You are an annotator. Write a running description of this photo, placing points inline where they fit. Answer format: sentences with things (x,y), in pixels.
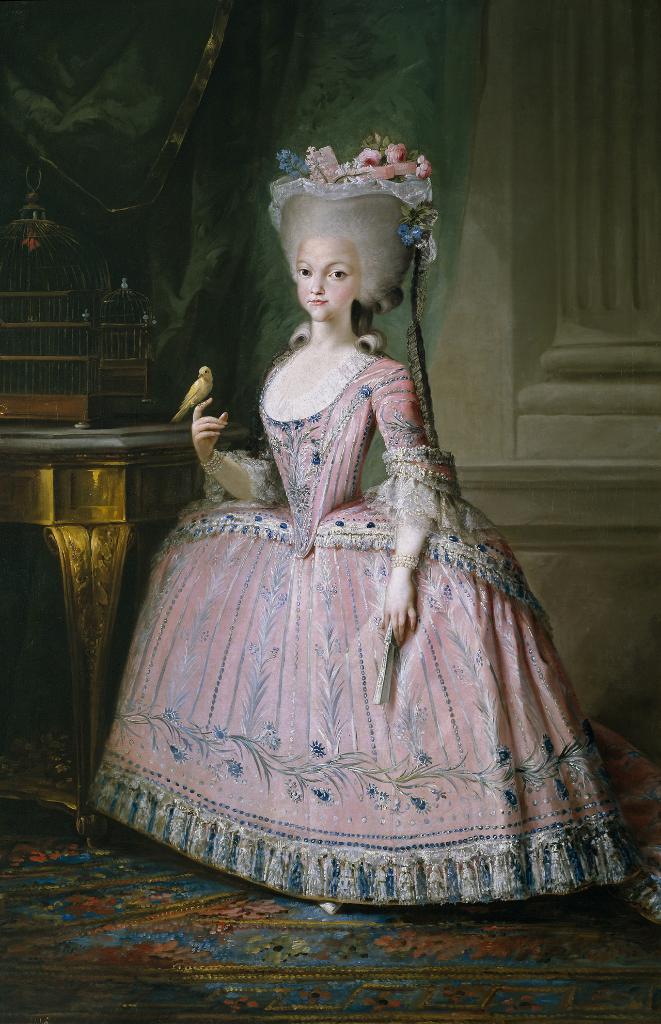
In this picture there is a woman (413,273) wearing a pink color dress (300,627) and standing in the front (350,495). Behind there is a wall (552,141), curtain (33,122), table (112,535) and birdcage (41,325).
